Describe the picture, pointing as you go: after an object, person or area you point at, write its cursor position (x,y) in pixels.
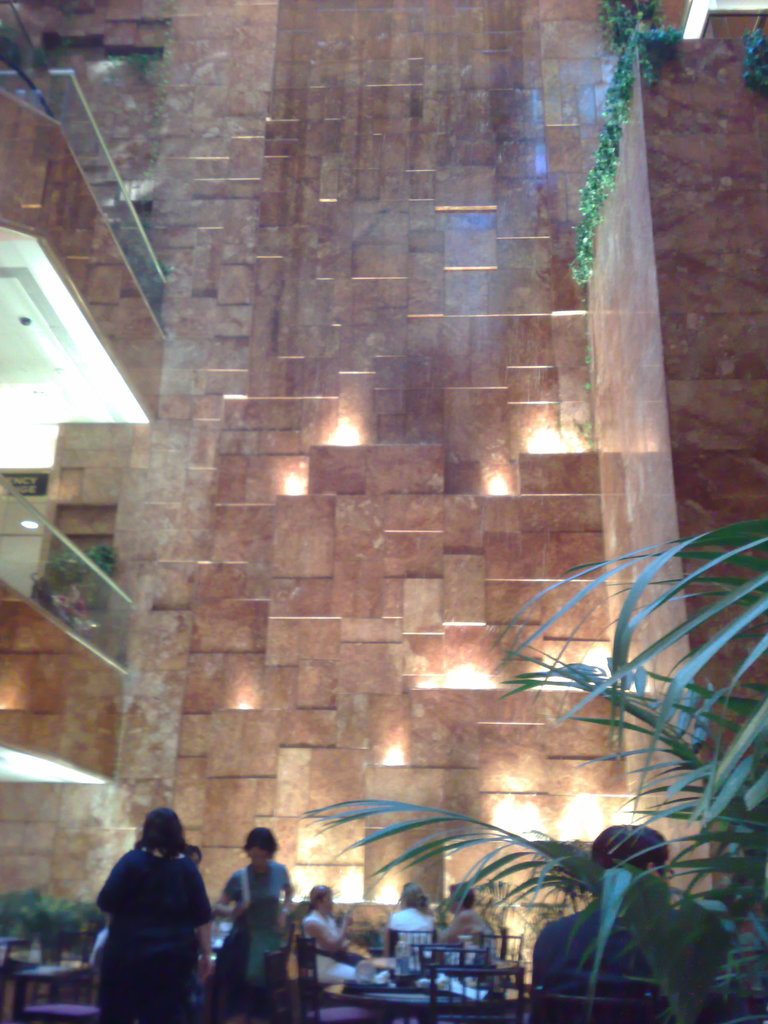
In the foreground (421,921), I can see chairs (312,1019), tables (413,991), houseplants (715,781) and a group of people (191,898) on the floor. In the background (485,588), I can see buildings (429,664), lights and creepers (651,31). This image taken, maybe during night.
